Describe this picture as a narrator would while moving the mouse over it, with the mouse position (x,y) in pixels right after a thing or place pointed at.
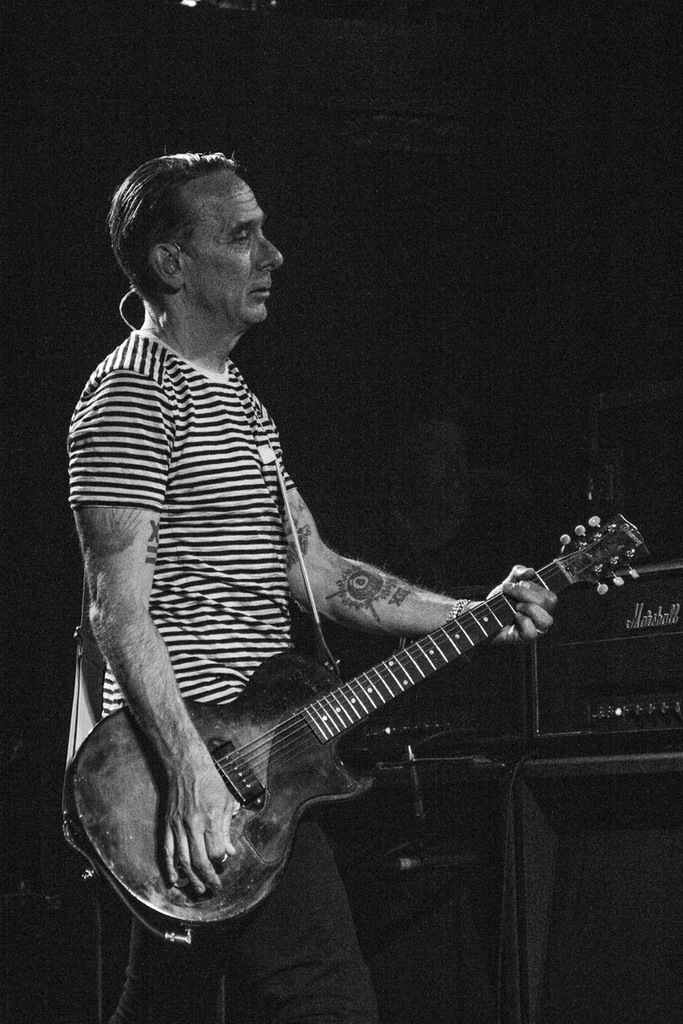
In the image there is a man (226,805) holding a guitar (284,671) and playing it in background (562,657) we can see a speaker (641,636) which is in black color.
